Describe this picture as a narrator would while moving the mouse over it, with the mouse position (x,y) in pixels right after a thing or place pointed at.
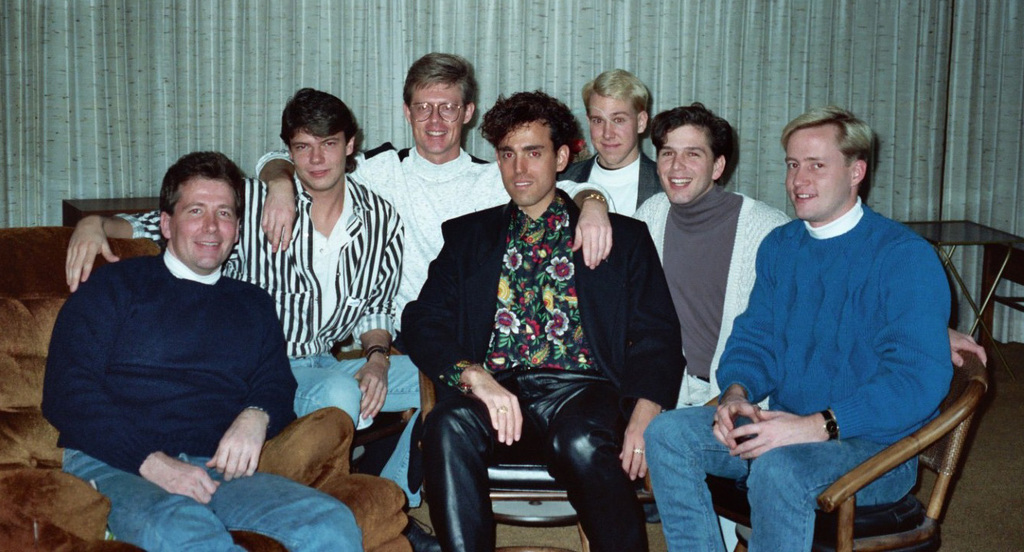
The group of people (169,351) are sitting on a chair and couch (330,446). The man (209,351) sitting on a couch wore blue t-shirt (252,355) and he smiles. The man (447,88) in white t-shirt (406,185) wore spectacles (447,103) and wrist watch (598,199). This man (826,228) sitting on a chair (954,394) wore blue t-shirt (822,347) and wrist watch (834,428). The person (588,397) sitting in a middle wore black jacket (474,311), summer shirt (537,286) and black trouser (600,393). Far there is a table (965,235). Backside of this group of people (850,228) there is a curtain (465,32).
